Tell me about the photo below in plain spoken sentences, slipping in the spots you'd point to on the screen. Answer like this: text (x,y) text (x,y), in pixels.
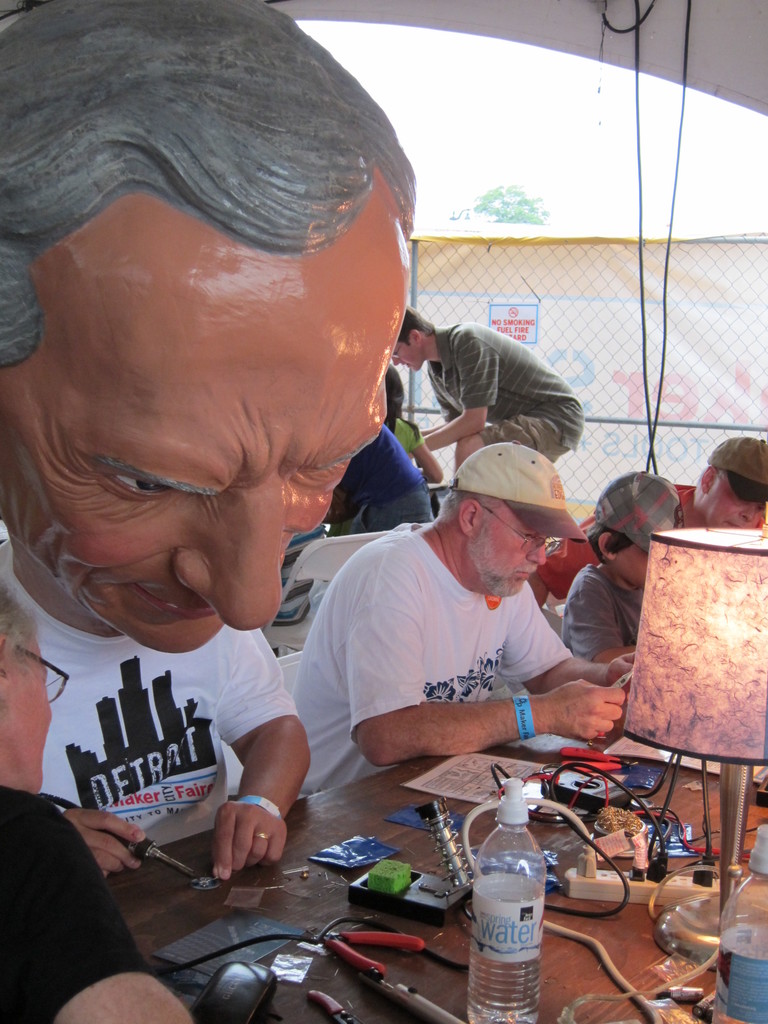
In this picture we can see an old man (593,680) sitting on the chair (287,646) and working on the table (421,860). There is a boy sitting beside the old man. There is a water bottle (537,919) and a lamp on the table (752,806). There is a person (558,440) standing behind the old man (505,465).
